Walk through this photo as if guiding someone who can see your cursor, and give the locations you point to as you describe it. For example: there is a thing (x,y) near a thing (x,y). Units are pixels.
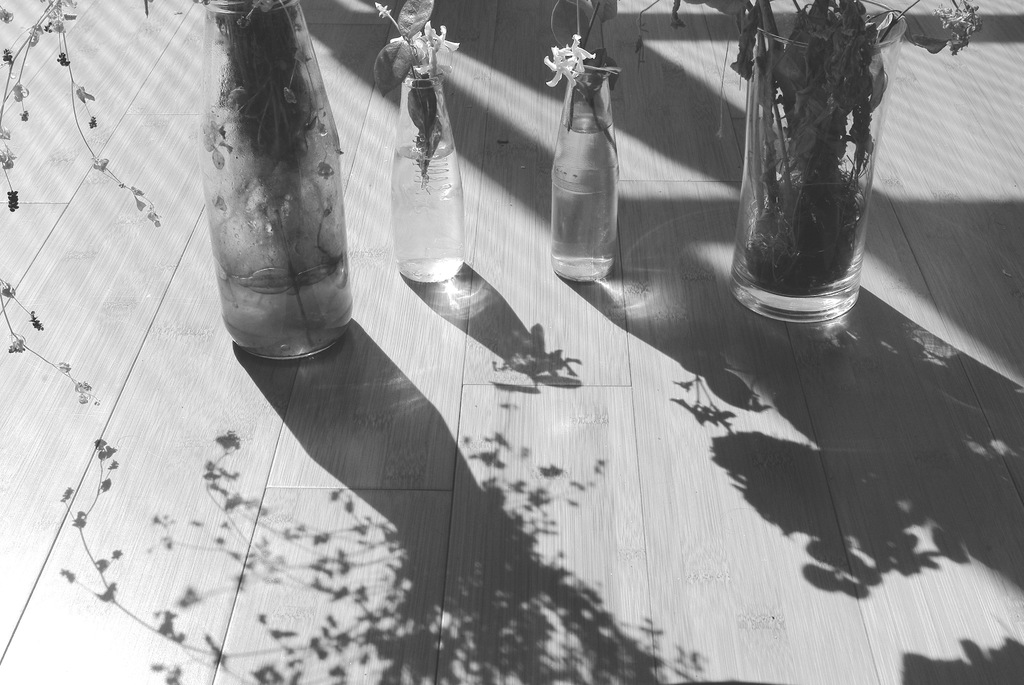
In this picture we can see four bottles (325,203) on the floor (494,590).
